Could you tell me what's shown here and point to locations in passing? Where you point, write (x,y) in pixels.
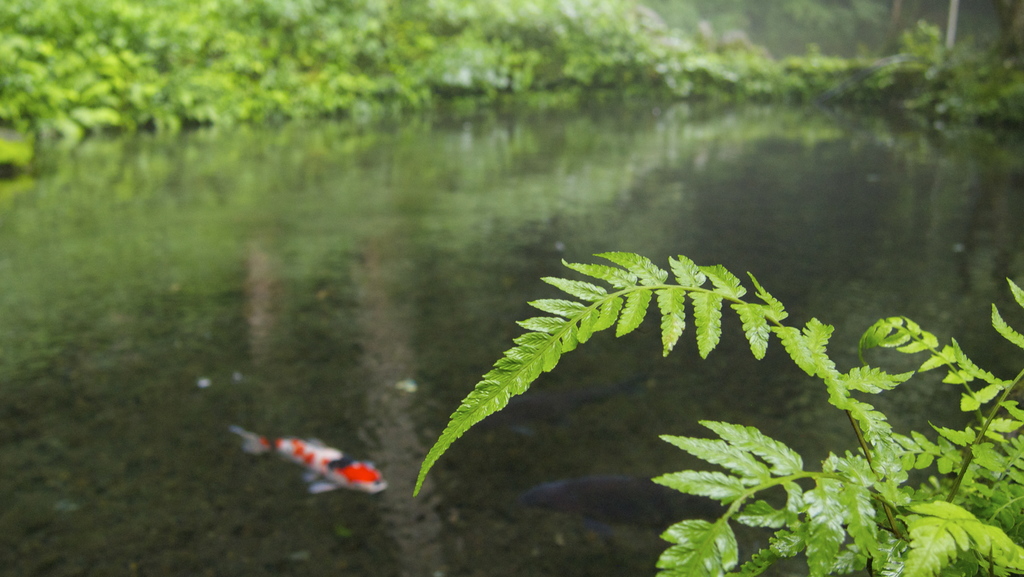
In the image we can see leaves (678,296), water (320,337) and fish (345,469) in the water (313,383), and the background (29,199) is blurred.
